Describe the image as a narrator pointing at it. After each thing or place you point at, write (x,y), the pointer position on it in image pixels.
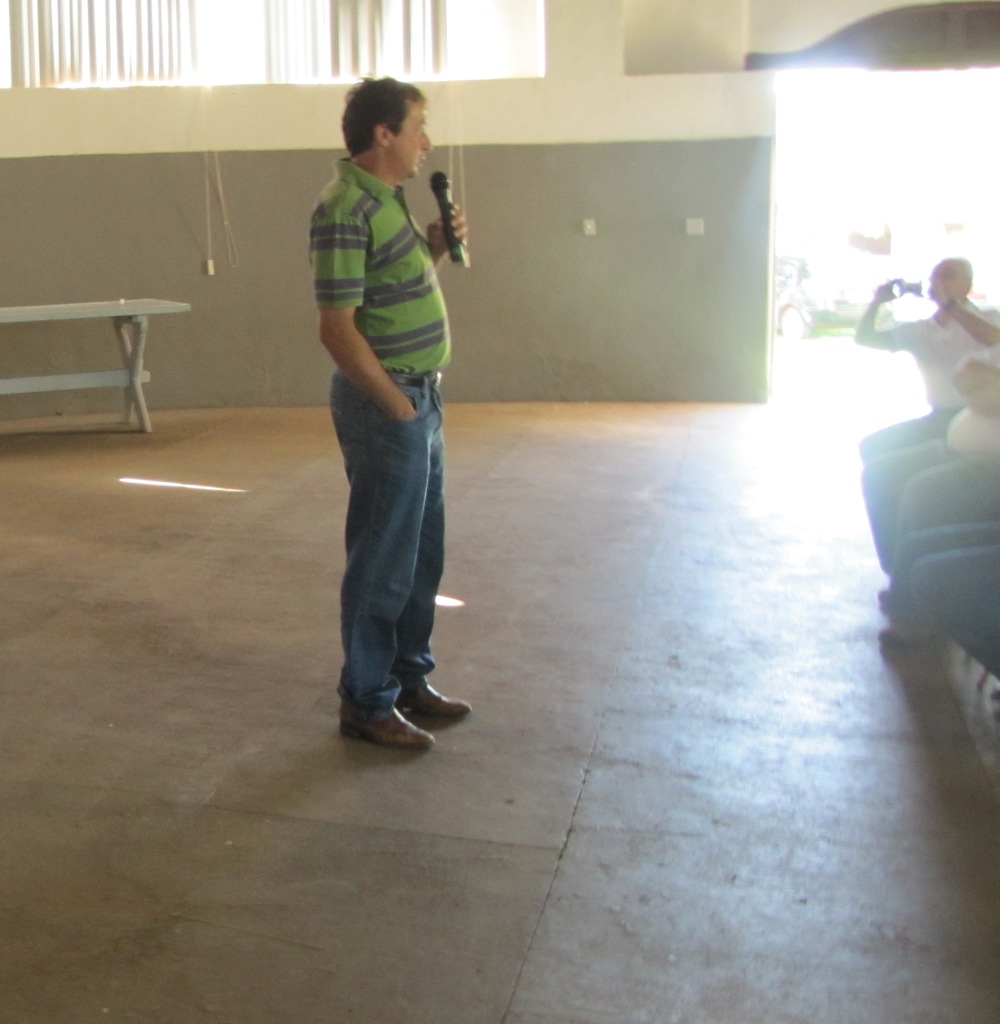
In this image we can see a man (413,612) is standing on the floor (930,840) and holding a mic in his hand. On the right side (933,378) there are few persons (938,521) sitting on a platform (997,687) and a person (947,386) among them is holding an object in the hands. In the background (600,271) we can see the wall (250,336), windows (242,60), table (142,305), vehicle (810,295) and other objects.
